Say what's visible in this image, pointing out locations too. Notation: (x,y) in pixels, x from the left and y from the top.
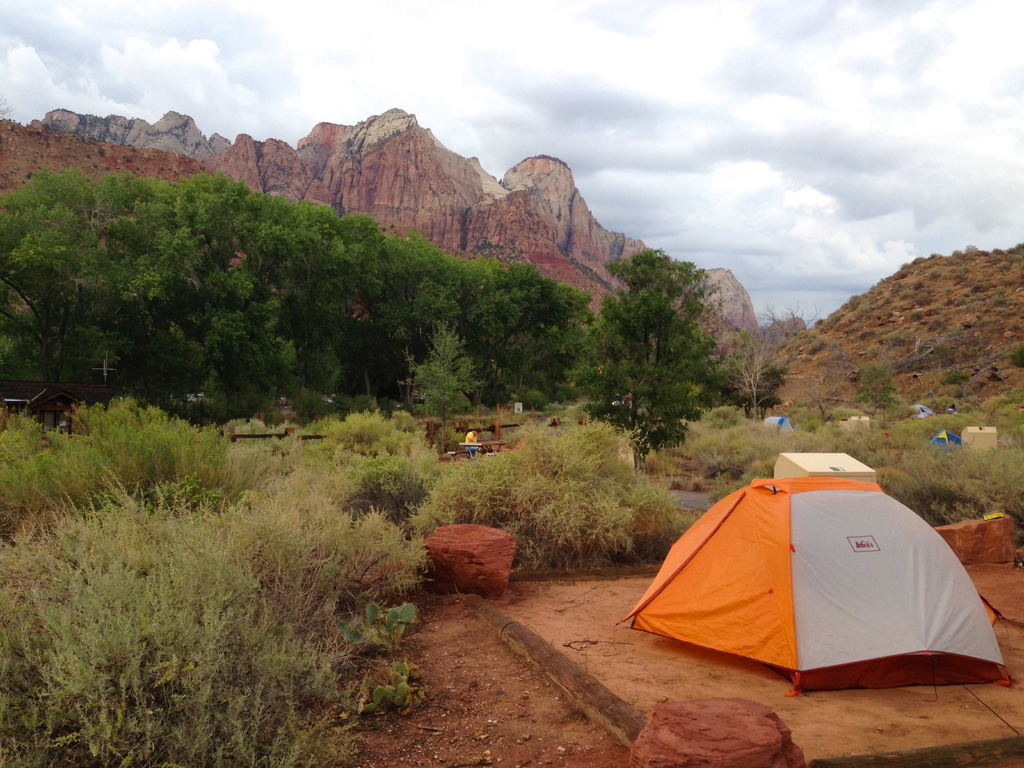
In this image in the front (763,606) there is a tent (803,569) which is white and orange in colour. On the left side (269,559) there are plants (284,499). In the background (410,325) there are trees (430,269) and there are mountains (565,188) and the sky (860,118) is cloudy.
